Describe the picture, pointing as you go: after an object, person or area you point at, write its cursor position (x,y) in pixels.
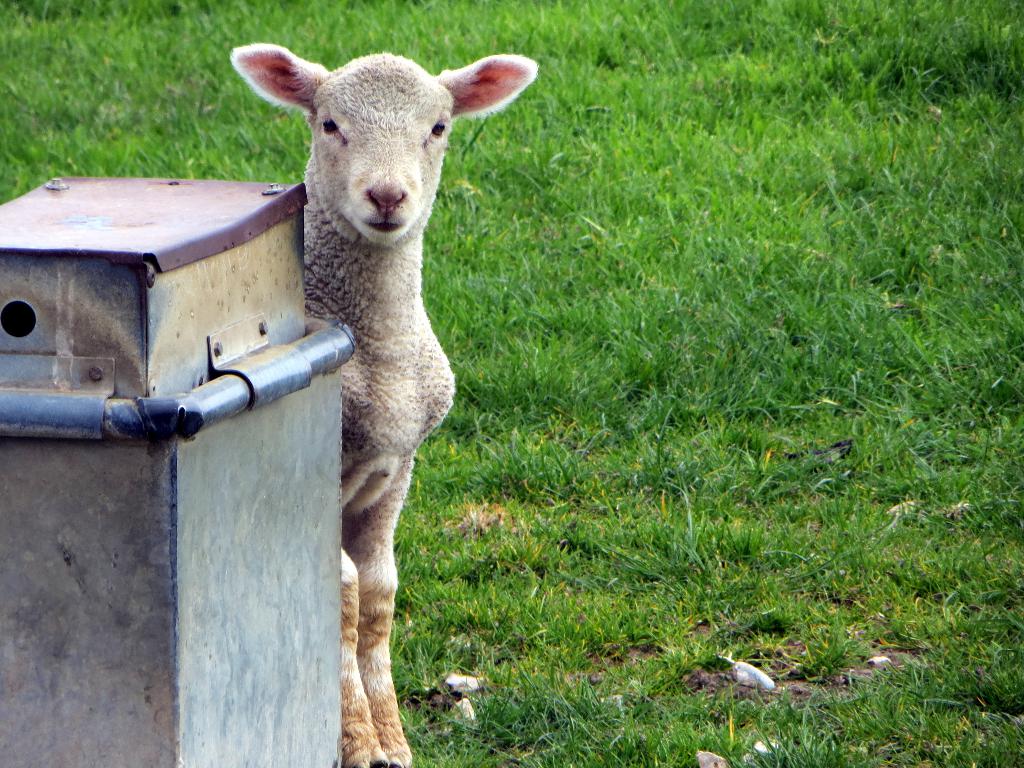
Land (522,372) is covered with grass (653,515). In-front of this animal (408,150) there is a machine (225,295).
